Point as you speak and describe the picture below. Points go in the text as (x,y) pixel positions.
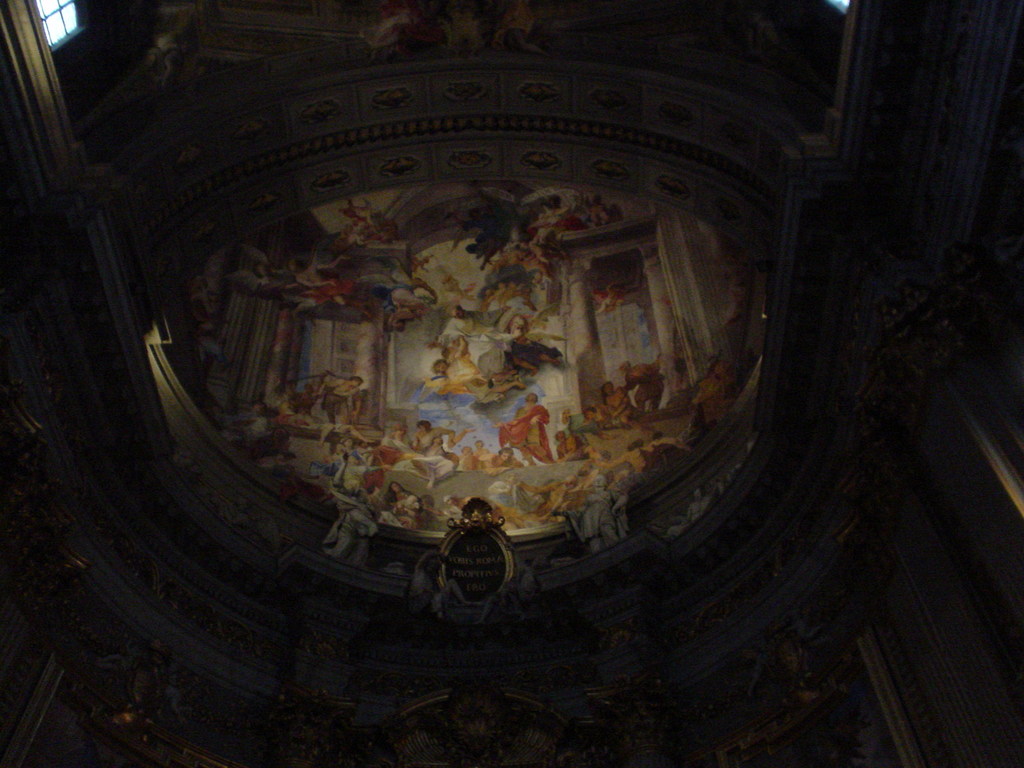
In this picture there are few images (432,375) on the interior walls (614,453) of a building (722,443).
